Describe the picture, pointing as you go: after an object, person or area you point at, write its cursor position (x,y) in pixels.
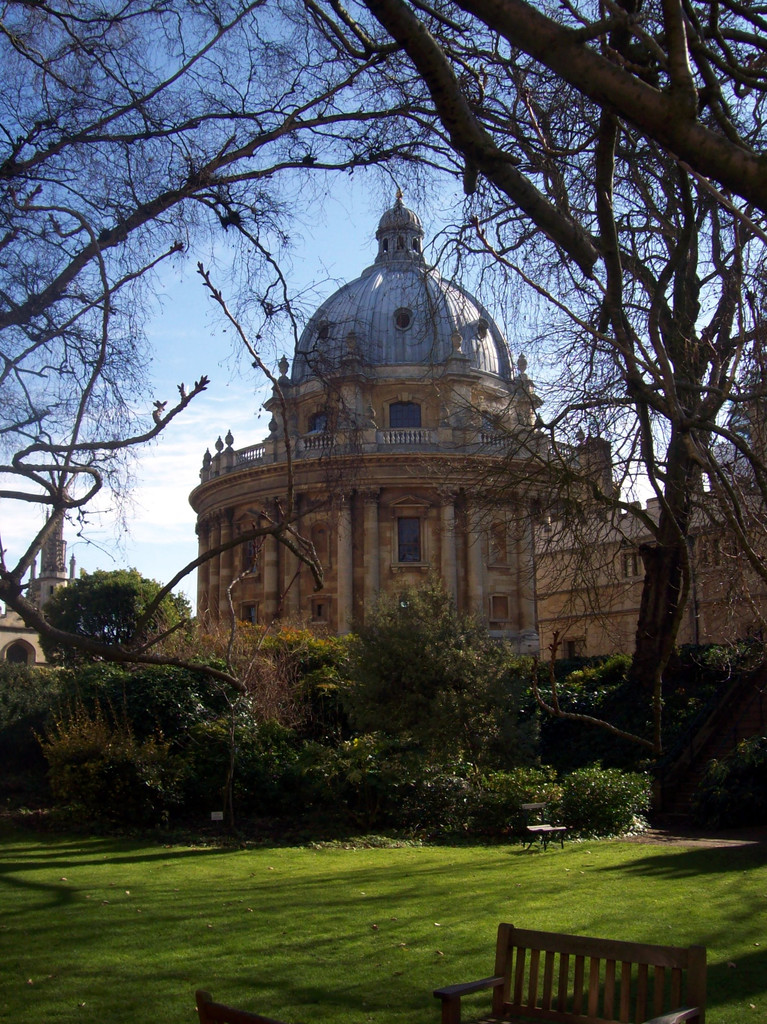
In this image I see the green grass (343,856) and I see 2 benches (607,954) and I see the plants (338,762). In the background (756,471) I see number of trees (713,172), buildings (327,497) and the clear sky (312,300).
